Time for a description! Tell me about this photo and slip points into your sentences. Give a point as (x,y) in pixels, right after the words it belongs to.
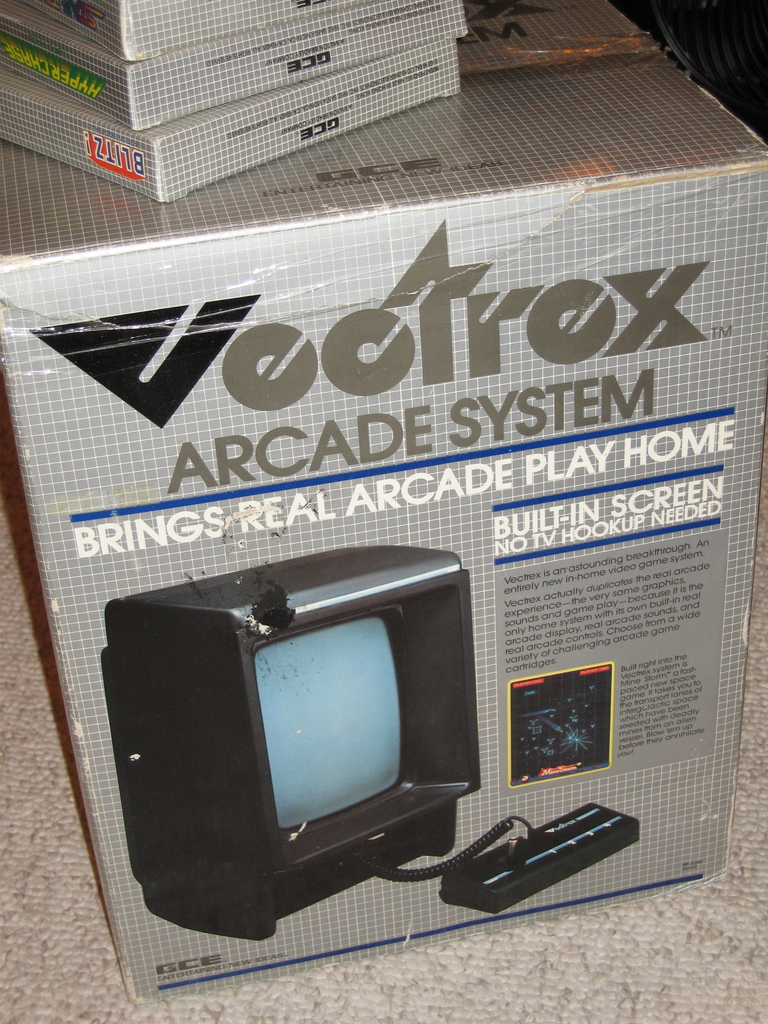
In this picture we can see a box (256,312) placed on a surface (40,760) and on this box (522,107) we can see three boxes (218,55).
